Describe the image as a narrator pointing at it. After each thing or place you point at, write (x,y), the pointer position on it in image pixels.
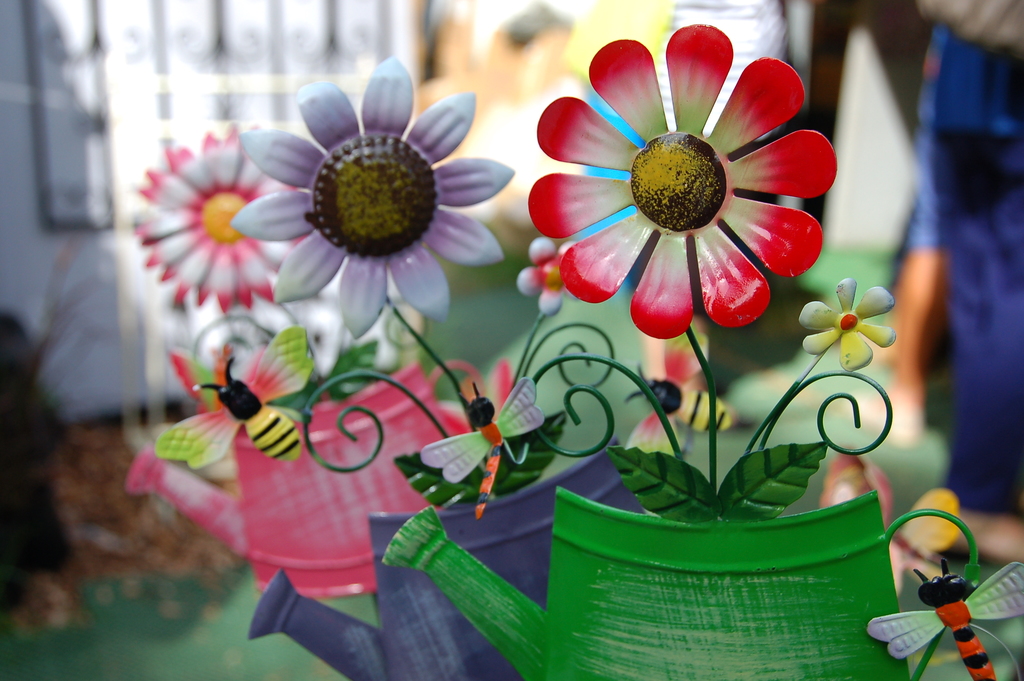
In this image I can see few flowers (543,195) in red, white, purple and green color. I can see blurred background (508,45). I can see few water cans (725,554).
